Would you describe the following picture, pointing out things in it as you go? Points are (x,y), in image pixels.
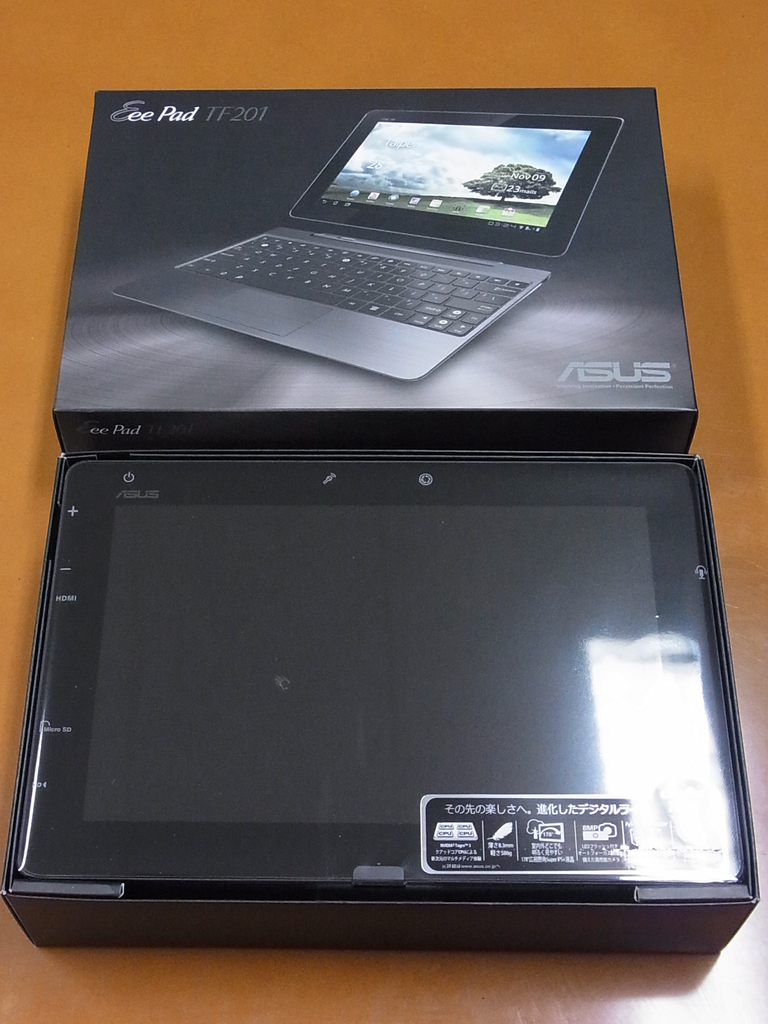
In this image, we can see a box (650,460) contains a tablet (422,862). There is an another box (529,388) at the top of the image (493,173).
